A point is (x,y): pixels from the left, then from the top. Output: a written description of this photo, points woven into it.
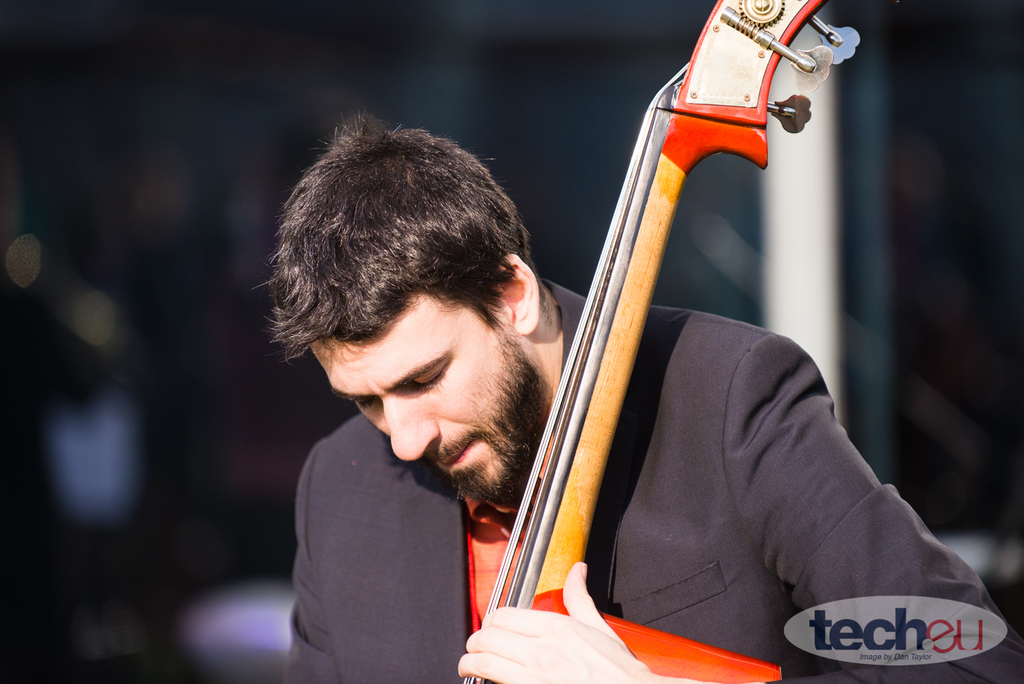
In front of the image there is a person (505,267) playing a double bass (788,35) and the background of the image (240,552) is blur. At the bottom of the image (888,626) there is a logo (912,613) with some text (911,625) on it.
